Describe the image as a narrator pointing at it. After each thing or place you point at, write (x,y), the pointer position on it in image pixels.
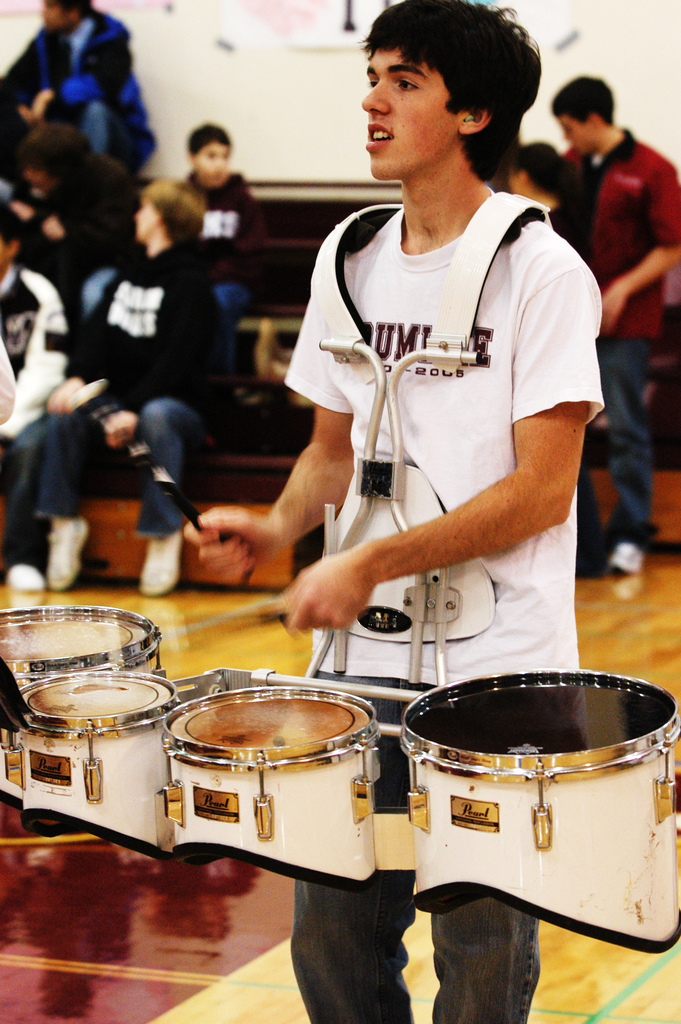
In this image the man (221,531) is playing the drums (170,728). At the back side (140,303) there are few people (203,356) sitting on the stairs (244,372).
